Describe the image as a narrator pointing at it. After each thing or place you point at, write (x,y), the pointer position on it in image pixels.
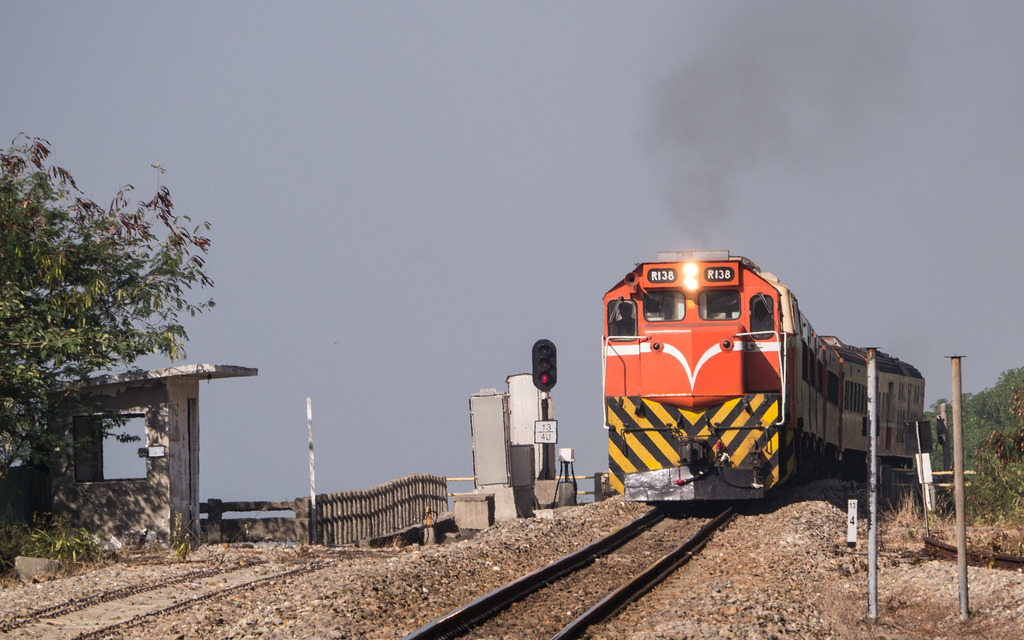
In this image in the front (586,584) there is railway track (567,606) and there is a train (701,479) running on the railway track (656,534). In the background (256,526) there are trees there are poles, there is a wooden fence (393,503) and the sky (571,163) is cloudy. In the front (887,550) on the right side (919,561) there are poles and there are stones (750,621) on the ground (753,615).
